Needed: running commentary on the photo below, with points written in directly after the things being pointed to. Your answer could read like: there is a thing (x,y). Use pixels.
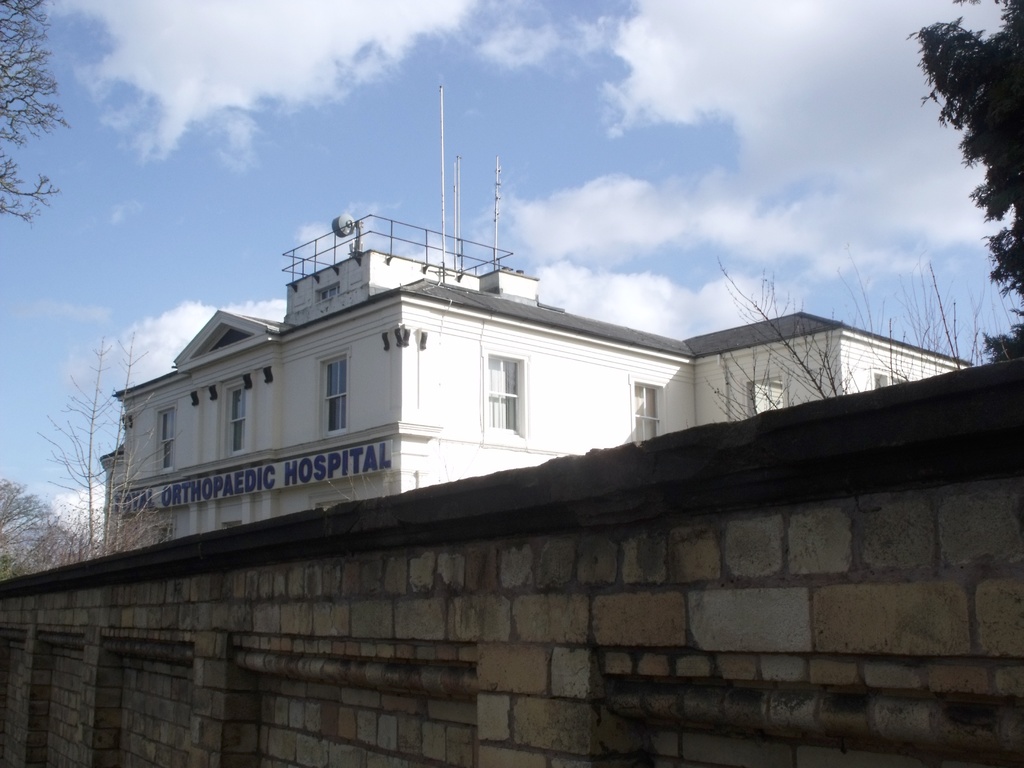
In this image we can see a building (431,452) and on the building (417,452) we have some text (381,466). In front of the building (373,443) we can see a wall (815,411). On both sides of the image there are few trees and at the top (966,198) we can see the sky (299,230).
